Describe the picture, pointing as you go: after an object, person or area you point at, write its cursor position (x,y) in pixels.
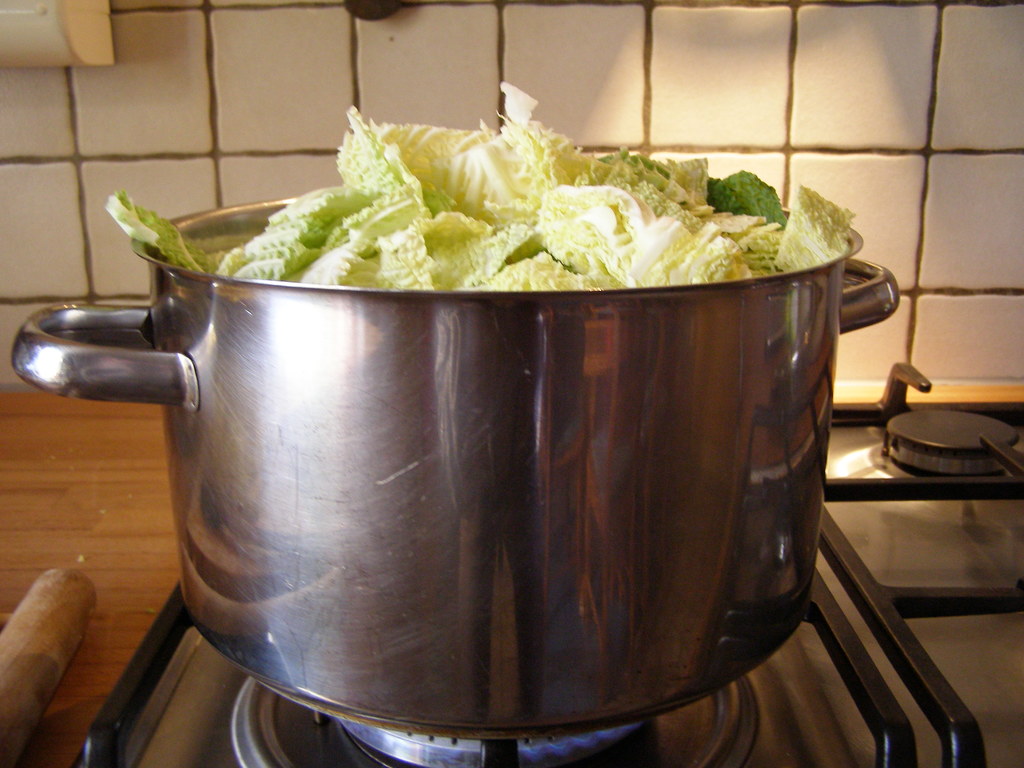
On the center of the image (428,269) there is a food (392,211) in vessel (377,359) placed on the stove (457,743). In the background (109,257) there is a wall (100,239).
